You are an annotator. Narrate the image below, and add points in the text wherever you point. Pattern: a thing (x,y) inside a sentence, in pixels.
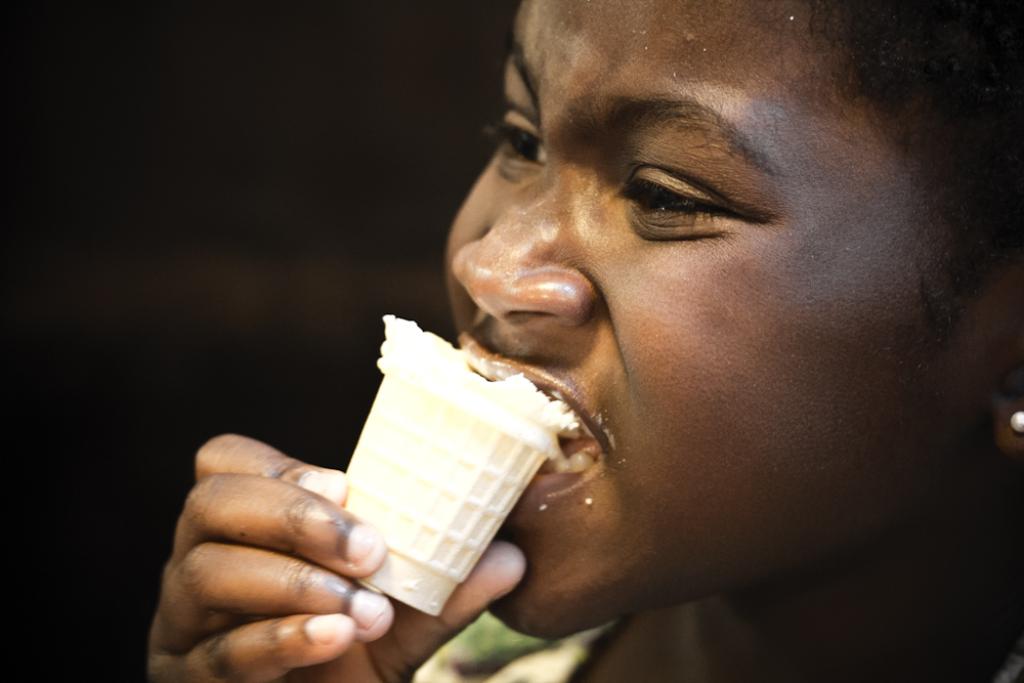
In this image we can see a person (341,512) eating a cone (431,474).
